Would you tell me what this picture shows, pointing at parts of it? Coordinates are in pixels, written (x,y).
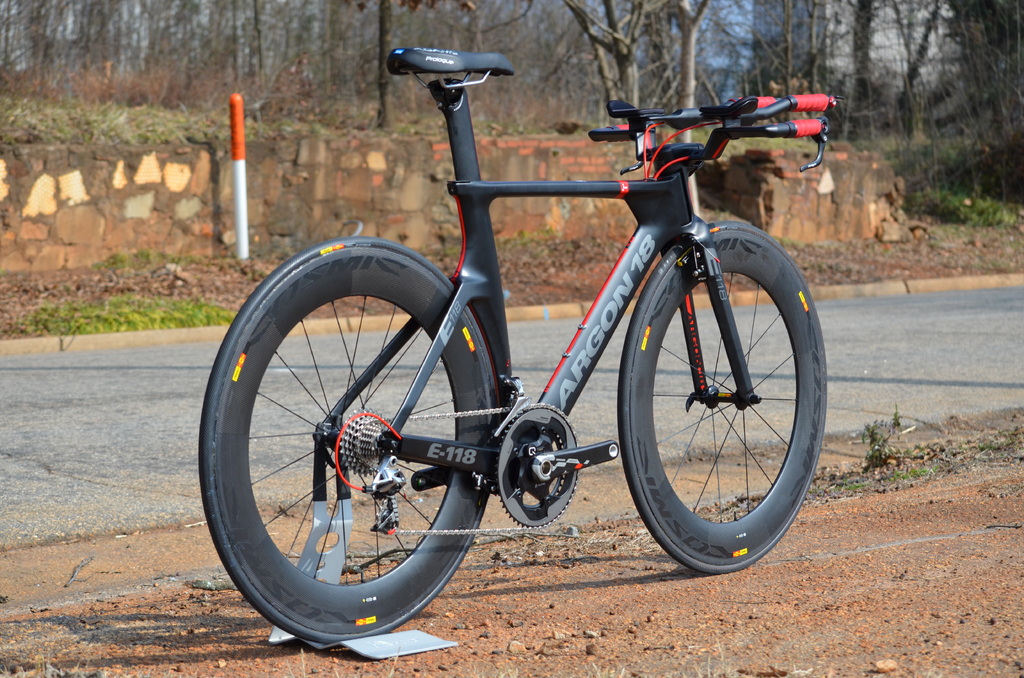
In this image, we can see a bicycle (444,484) with stand (309,574) is parked on the ground (594,631). Background (1001,342) there is a road (940,345), pole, plants (976,207), trees (987,123), wall (763,216) we can see.
